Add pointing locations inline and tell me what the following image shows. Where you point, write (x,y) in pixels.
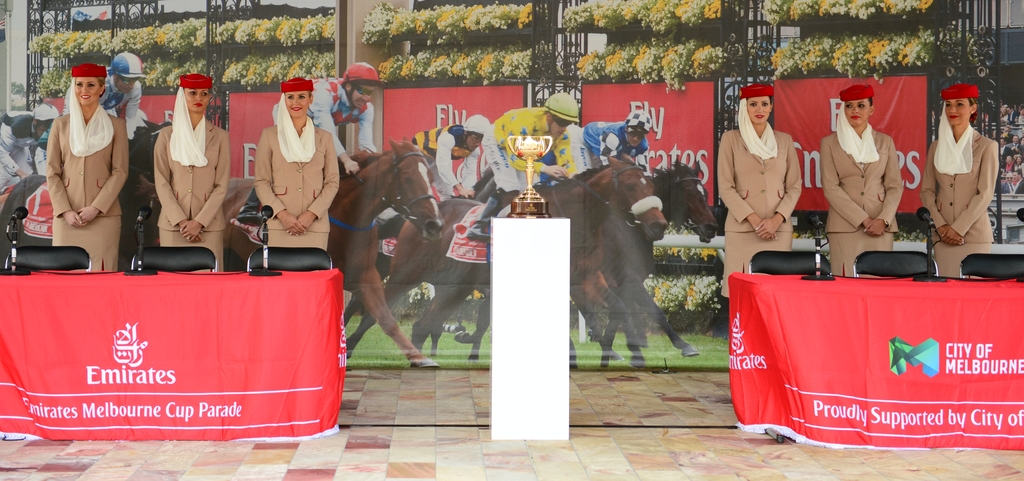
In this picture there are six air hostess (825,187) wearing brown color suits (284,189), standing and smiling giving a pose into the camera. In the front (190,329) there is a Emirates tables (256,337). Behind there is a horse racing poster (352,205) with the men (451,148) sitting on the horse (611,228) and riding. In the center (555,221) there is a golden cup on the white table (534,235).
